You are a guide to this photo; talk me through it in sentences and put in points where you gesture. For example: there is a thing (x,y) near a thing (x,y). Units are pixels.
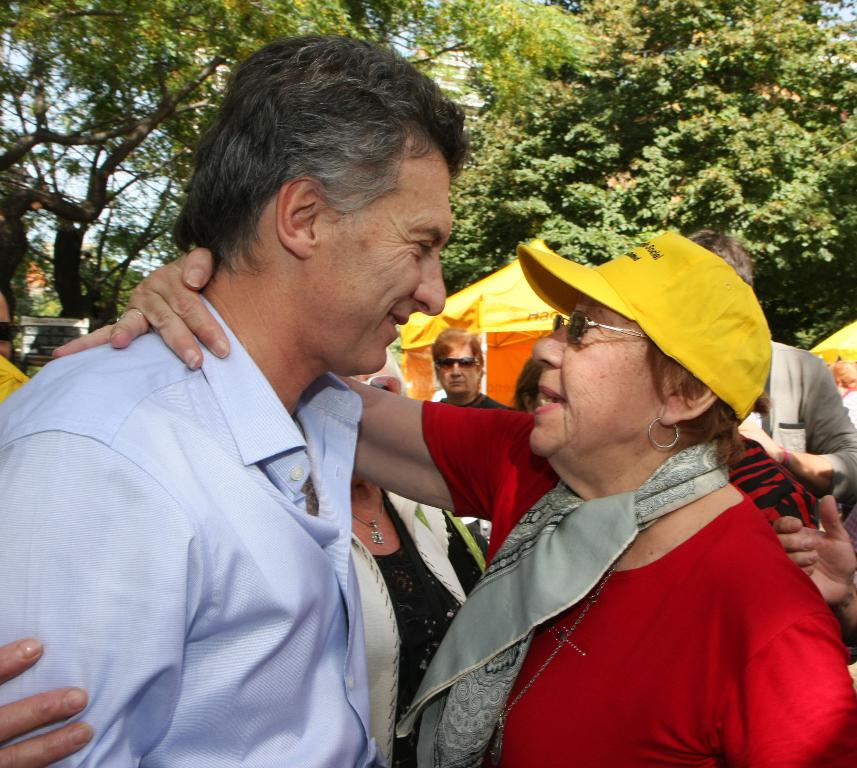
There is a man (183,582) and a woman (570,343) in the center of the image (450,283) and there are other people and trees (564,208) in the background area (638,209), it seems to be there are stalls (465,310) and a house (466,62) in the background area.
